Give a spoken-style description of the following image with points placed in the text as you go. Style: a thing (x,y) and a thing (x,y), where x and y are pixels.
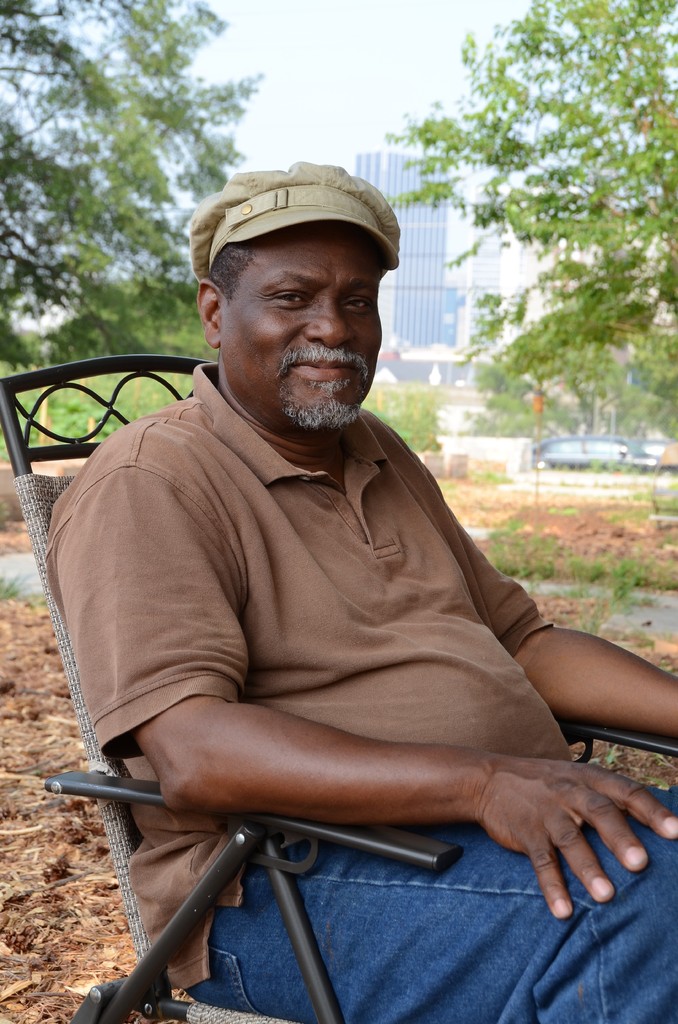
In this picture I can see buildings (474,289), trees (558,260) and a man (304,545) seated on the chair (224,1021) and he wore a cap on his head (301,264) I can see a cloudy sky (387,44).
